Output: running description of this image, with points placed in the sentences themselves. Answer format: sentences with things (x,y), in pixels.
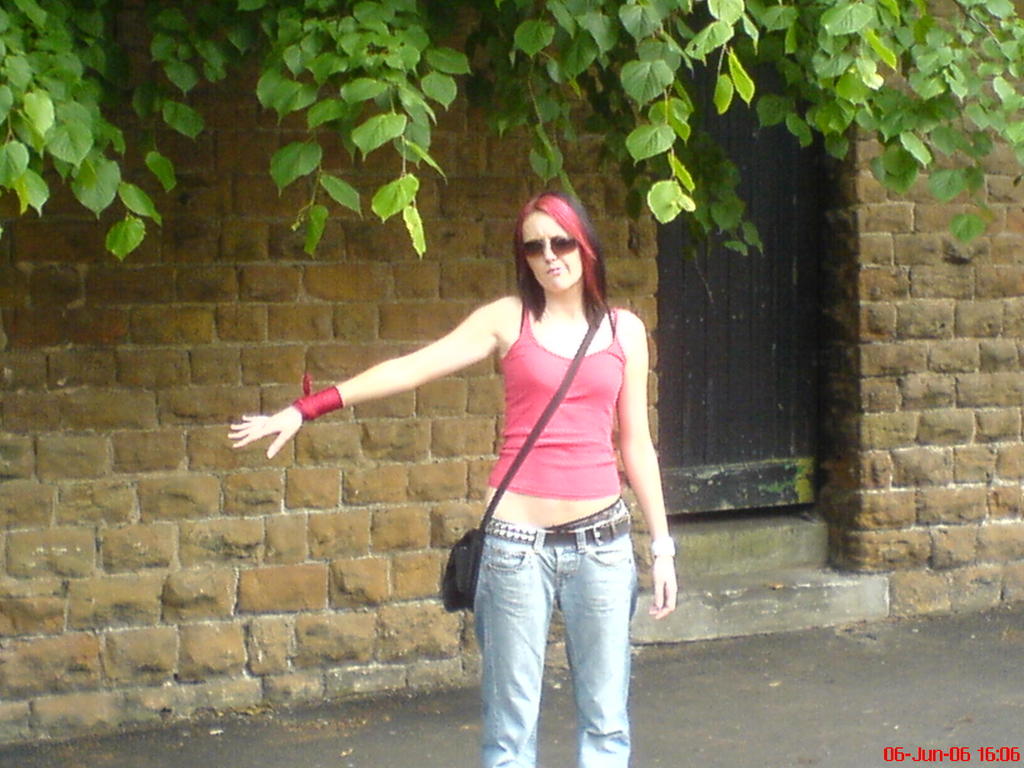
In the front of the image (564,349) I can see a woman (544,379) wore bag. In the background of the image (950,493) there are walls (464,285), door (737,438) and leaves (763,48).
